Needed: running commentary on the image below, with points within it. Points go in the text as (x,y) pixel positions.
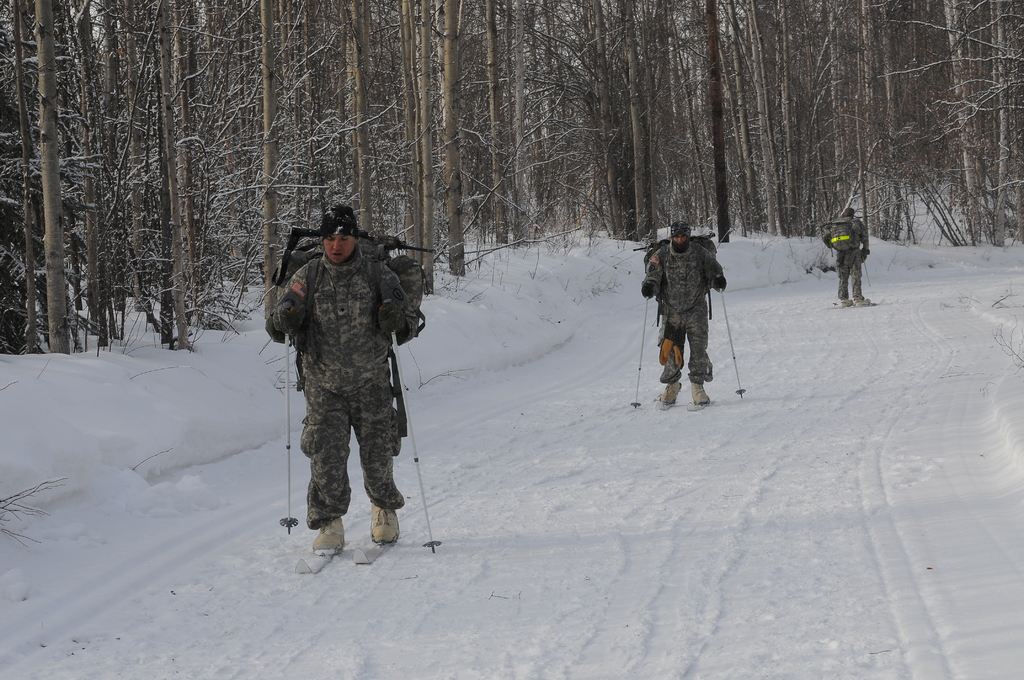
In this picture there are people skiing on the snow (275,575) with skis (387,547) and holding sticks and carrying bags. In the background of the image (684,45) we can see trees (887,144).
